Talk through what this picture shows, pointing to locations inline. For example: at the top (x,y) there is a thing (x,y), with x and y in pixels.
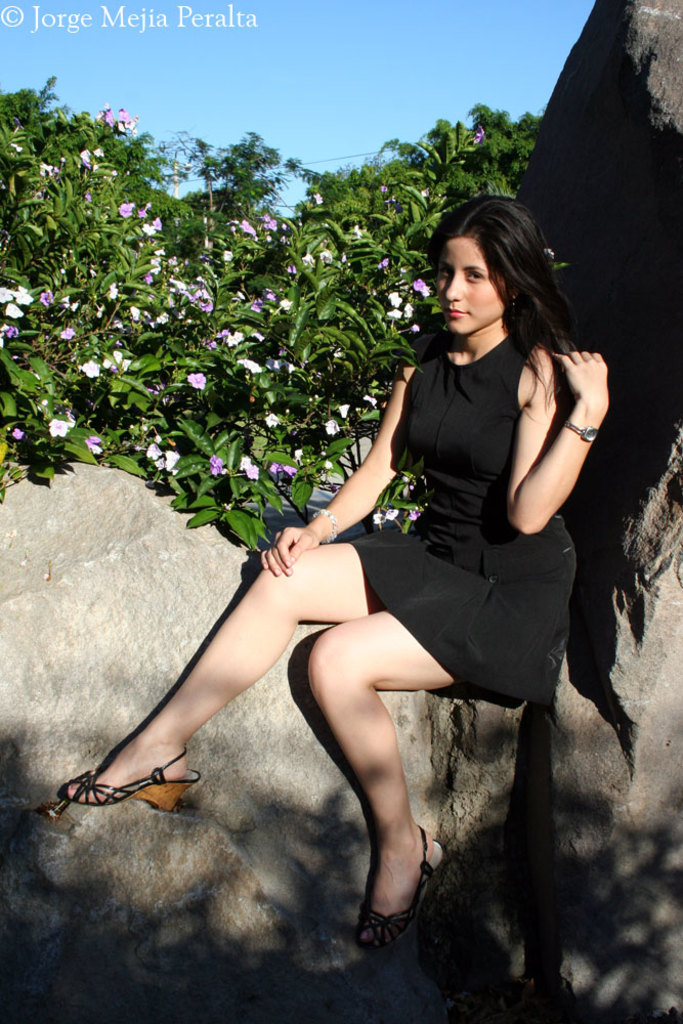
In this image there is a lady (455,524) sitting on rock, in the background (342,432) there are trees (480,181).
